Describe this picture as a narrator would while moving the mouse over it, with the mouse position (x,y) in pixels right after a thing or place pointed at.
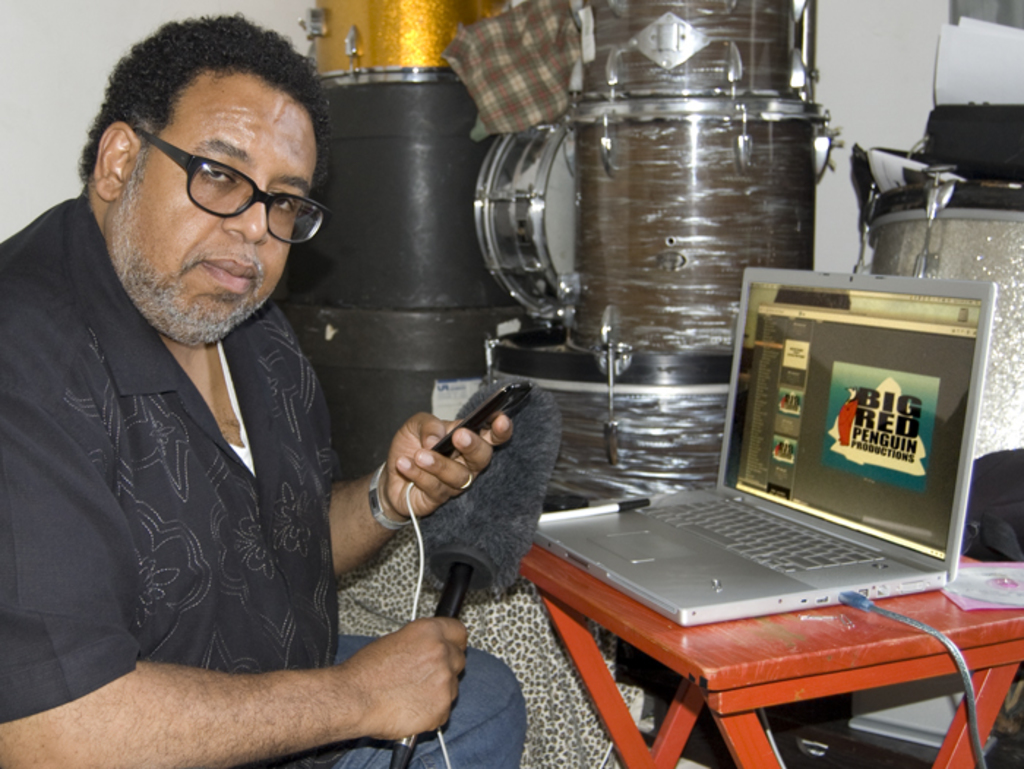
Here we can see a man (271,307). This man (271,307) wore spectacles (280,210), holding a mobile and an object (516,569). On this table (811,636) there is a laptop (903,575), CD (1023,585) and bag (985,525). Background (595,301) there are musical instruments (510,158), papers (1012,57) and wall (33,24). On this laptop (754,552) there is a pen (598,512).
